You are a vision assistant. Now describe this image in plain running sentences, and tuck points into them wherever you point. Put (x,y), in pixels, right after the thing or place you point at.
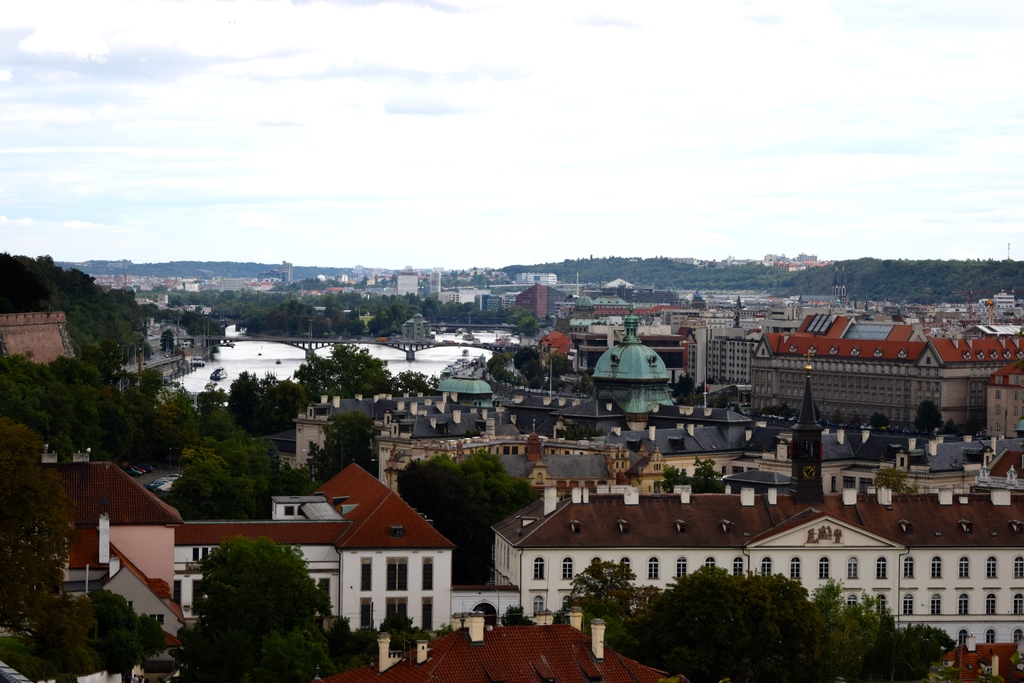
In this picture there is a view of the whole city (680,322). In the front (764,573) there is a white building (671,568) with rooftop (723,514). Behind there is a blue color dome building (601,383) and a river (289,356) with metal bridge (390,345). In the background (430,269) we can see some more buildings (435,288) and mountains (809,274).
